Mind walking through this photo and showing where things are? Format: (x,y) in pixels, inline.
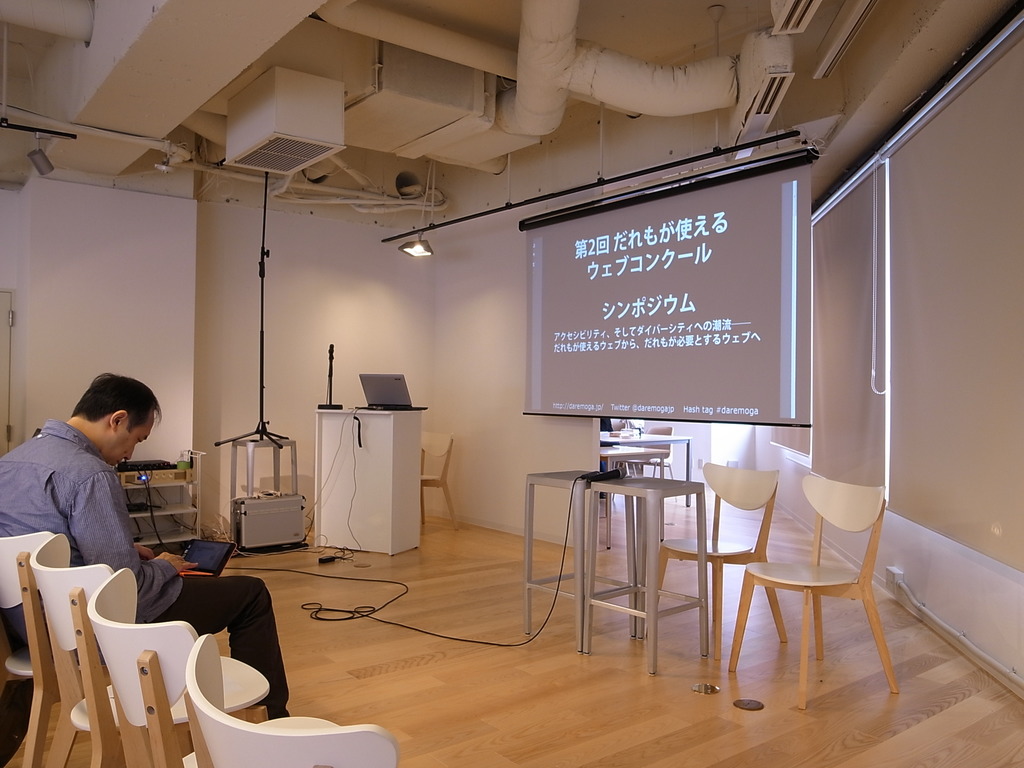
In this image we can see chairs (182,649), table (578,564), screen (706,336) and other objects (9,741). In the background of the image (466,446) there is a wall (424,381), laptop (376,405), table (399,456), chair (448,479) and other objects (928,380). At the top of the image (430,93) there is the ceiling (819,102), AC vents (326,114) and other objects (542,38). At the bottom of the image (702,694) there is the floor (754,745). On the left side of the image (210,612) there is a person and chairs (41,675).
